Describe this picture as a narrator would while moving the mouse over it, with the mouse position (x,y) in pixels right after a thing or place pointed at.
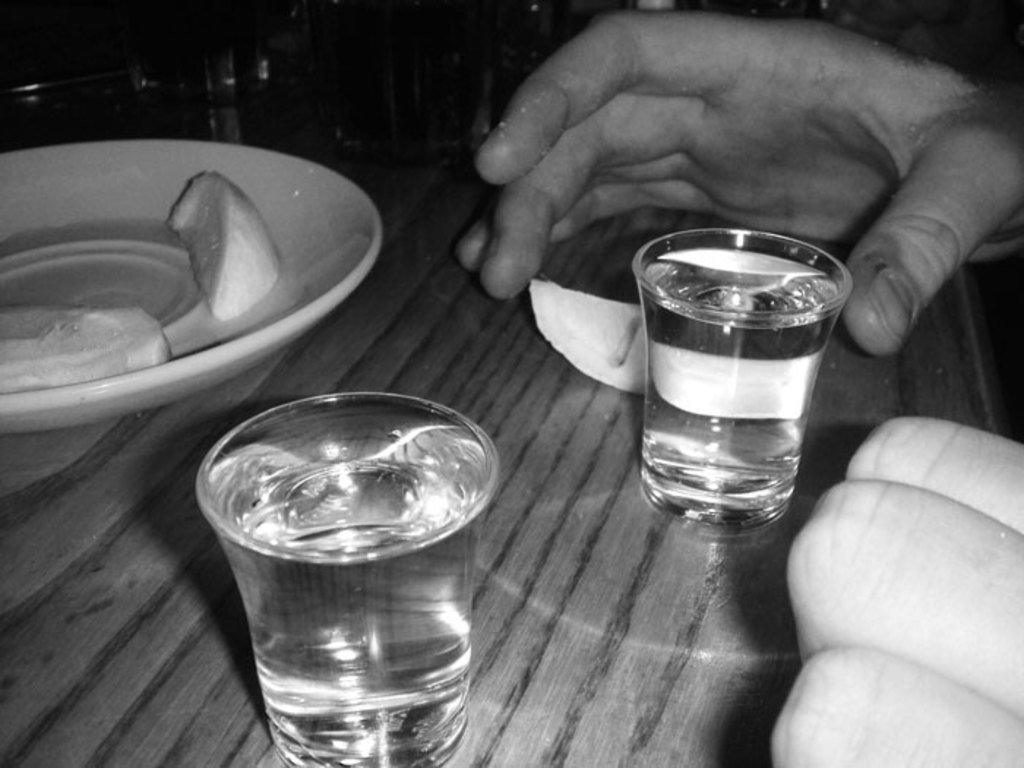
This is a black and white image. In this picture, we see a plate (80,245) containing the sliced fruits (232,214), the glasses (352,524) containing the liquid (364,511) and a sliced fruit (581,351) are placed on the table (585,594). On the right side (838,200), we see the hands (910,209) of the person (628,115). In the background (296,44), it is black in color. This picture might be clicked in the dark.
